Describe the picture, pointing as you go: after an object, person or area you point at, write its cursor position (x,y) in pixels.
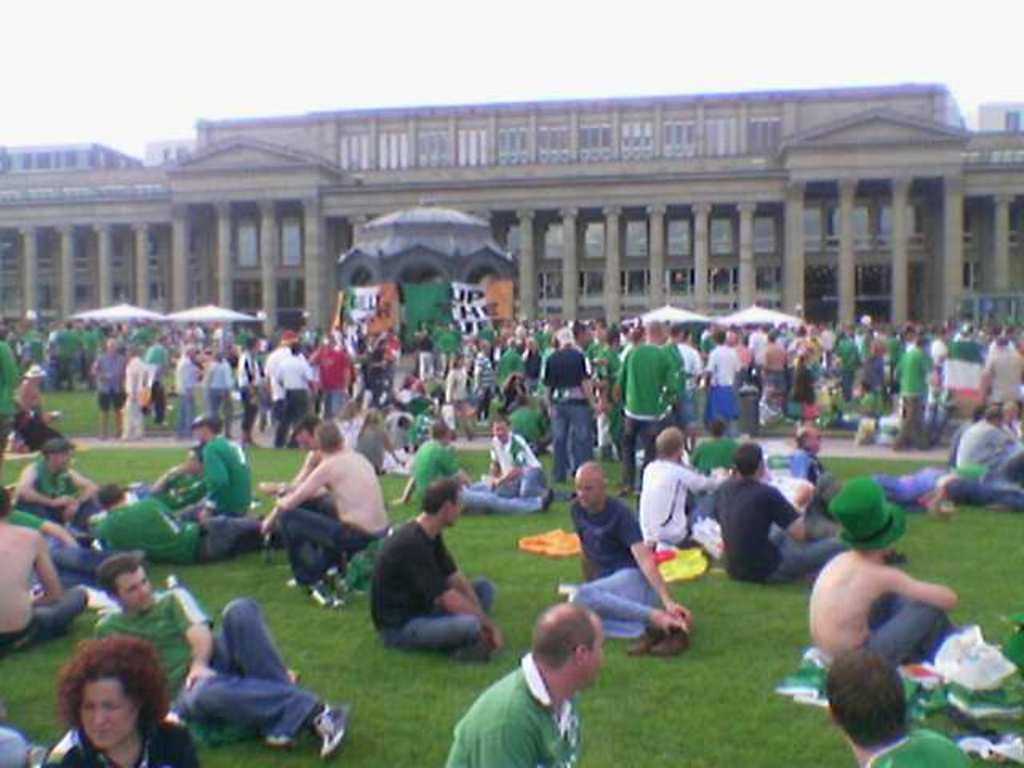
In this image we can see many people (306,367). Some are sitting and some are standing. In the background (311,157) there is a building (509,232) with pillars (702,253). Also there is sky (427,30). And there are tents (663,317).
